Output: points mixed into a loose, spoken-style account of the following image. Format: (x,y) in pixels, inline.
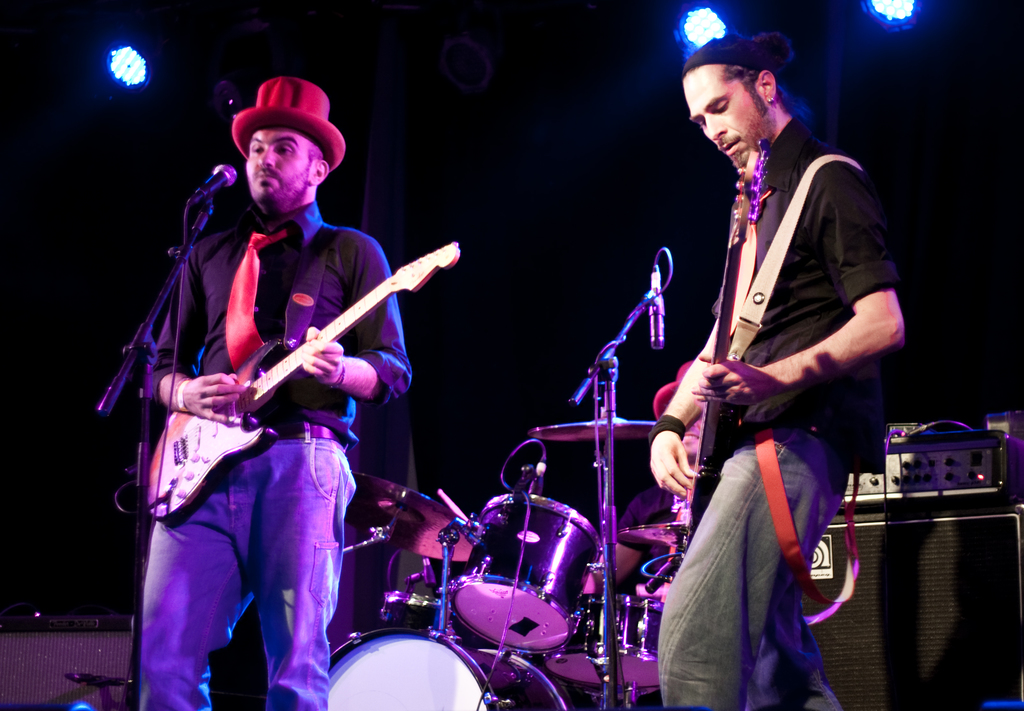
In this picture we can see few people (330,384), they are playing guitars (297,349) in front of the microphones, behind to them we can see few musical instruments (517,559) and lights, and the left side man (304,153) wore a cap (306,92).
